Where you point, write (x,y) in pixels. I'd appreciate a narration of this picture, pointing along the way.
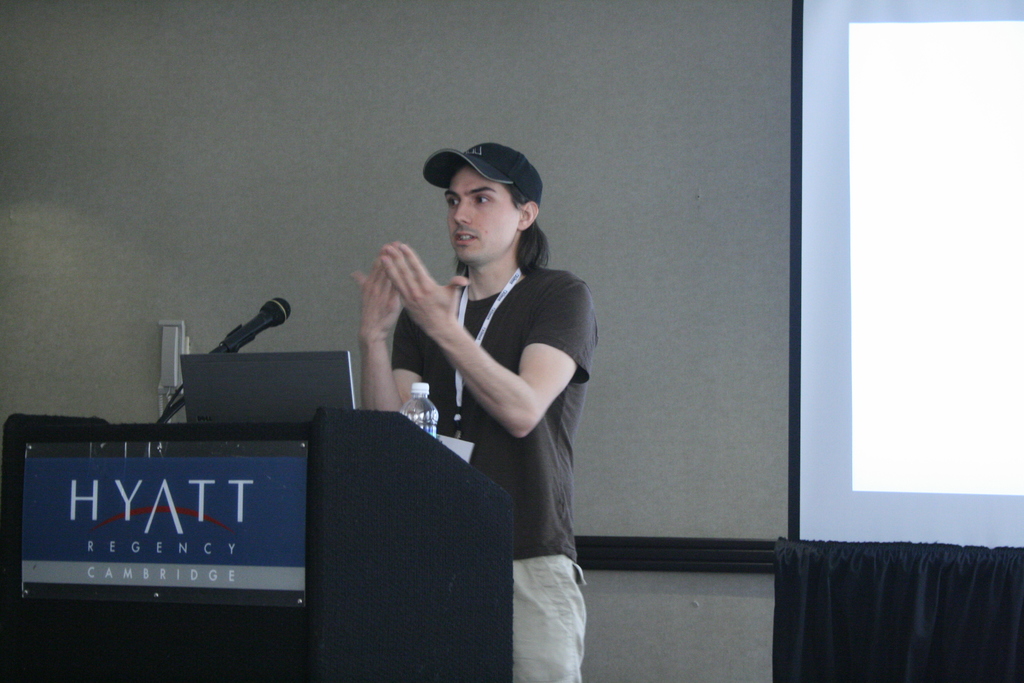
In this image a person (561,515) is standing behind the podium (267,468). On the podium (424,443) there is a laptop (279,404), mic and a bottle (428,430). Person (465,172) is wearing a cap (506,164). Right side (969,263) there is a screen (974,24). Behind there is a wall (372,162).
